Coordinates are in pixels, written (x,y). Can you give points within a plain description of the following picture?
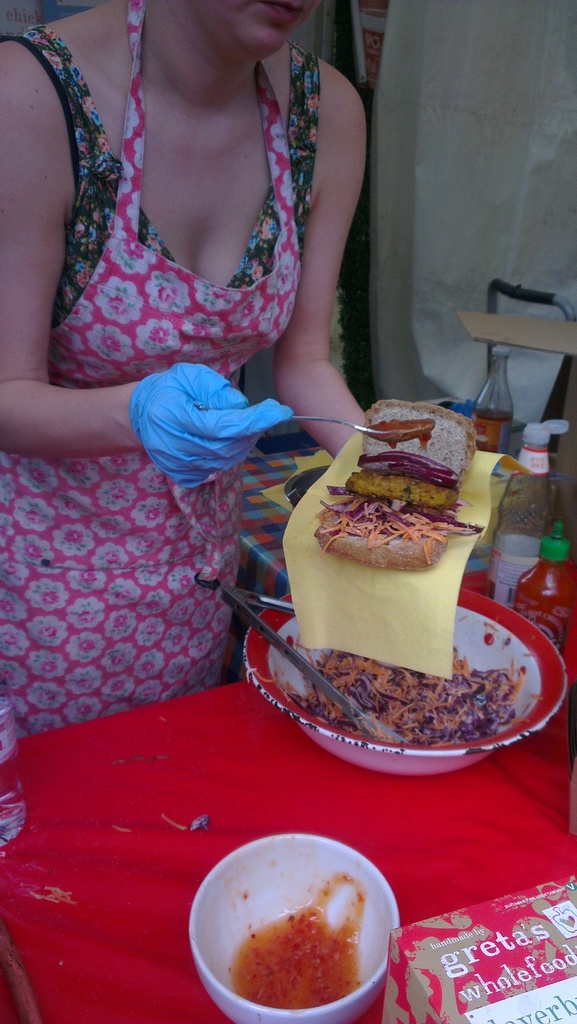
In this image in the center (227,475) there is one woman (227,391) who is standing, and she is holding some breads (403,448) and spoon (415,432). In the spoon (373,434) there is sauce (415,424), at the bottom (99,937) there is table (111,884). On the table (113,858) there is red color cloth (142,838), bowls (338,870) and in the bowls (282,629) there is some food (474,681) and also there is one spoon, bottles (525,556) and some objects (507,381). In the background (417,320) there are some objects (363,26).
